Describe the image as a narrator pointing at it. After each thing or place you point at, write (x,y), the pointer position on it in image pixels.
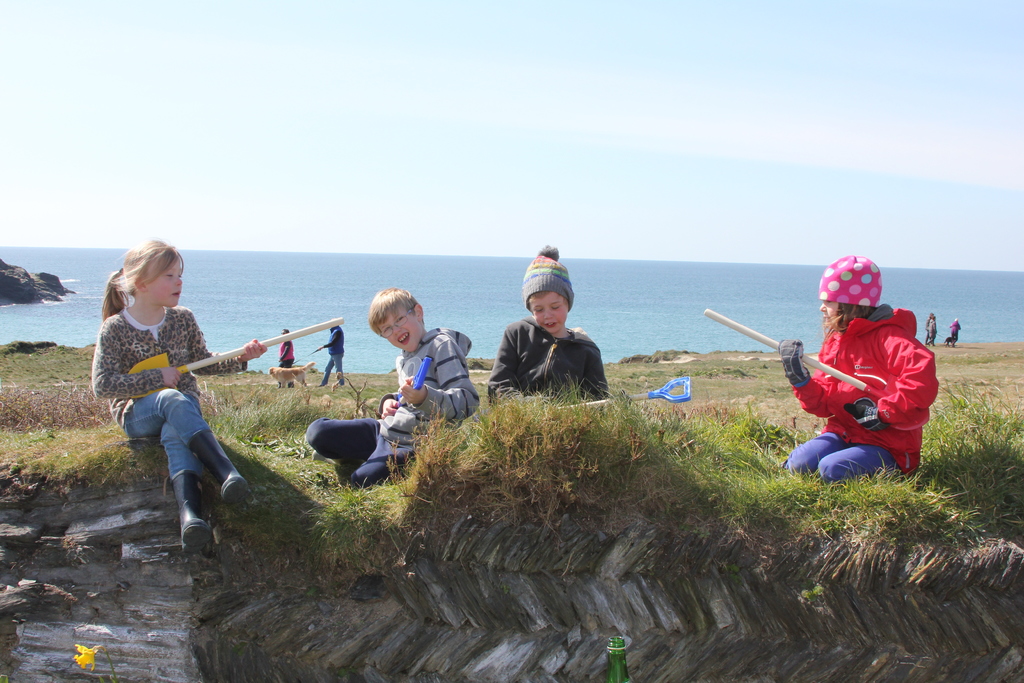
In this image in the center (398,392) there are persons (412,380) sitting and playing, there's grass (377,388) on the ground (524,429). In the background (361,352) there are persons (289,353) walking and there is an ocean (591,300).
